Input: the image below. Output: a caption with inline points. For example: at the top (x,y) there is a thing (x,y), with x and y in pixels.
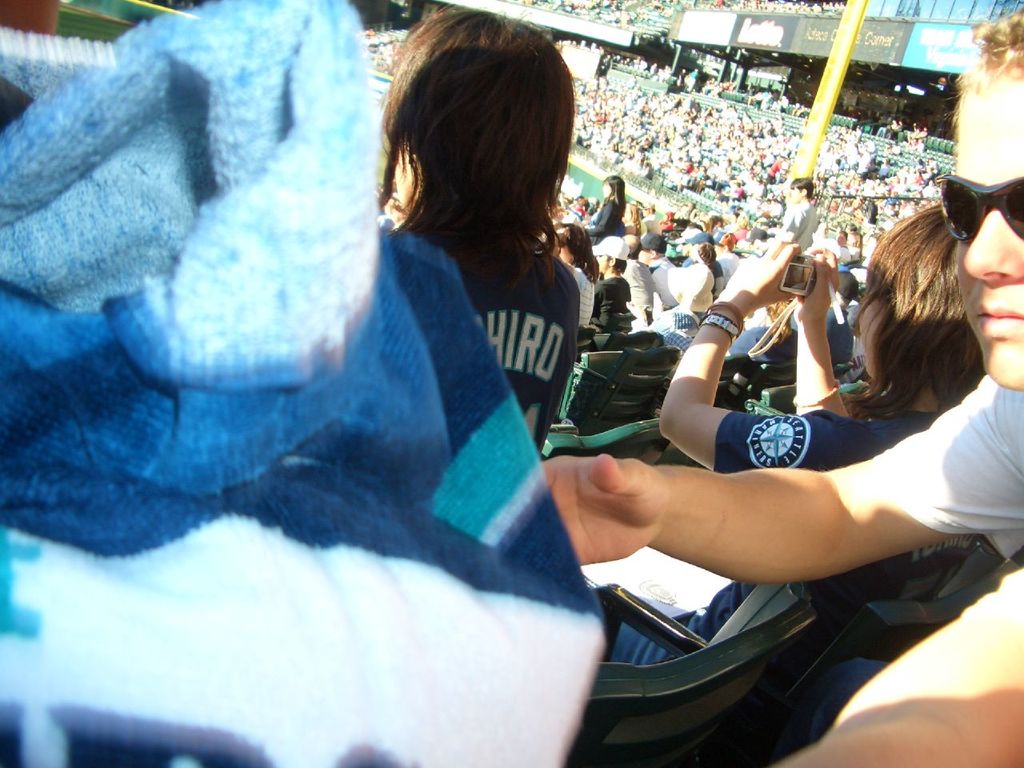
In this image I can see the group of people (969,316) are sitting on the chairs (649,335). I can see few boards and one person (818,416) is holding the camera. In front (59,450) I can see the white and blue color cloth (279,411).
